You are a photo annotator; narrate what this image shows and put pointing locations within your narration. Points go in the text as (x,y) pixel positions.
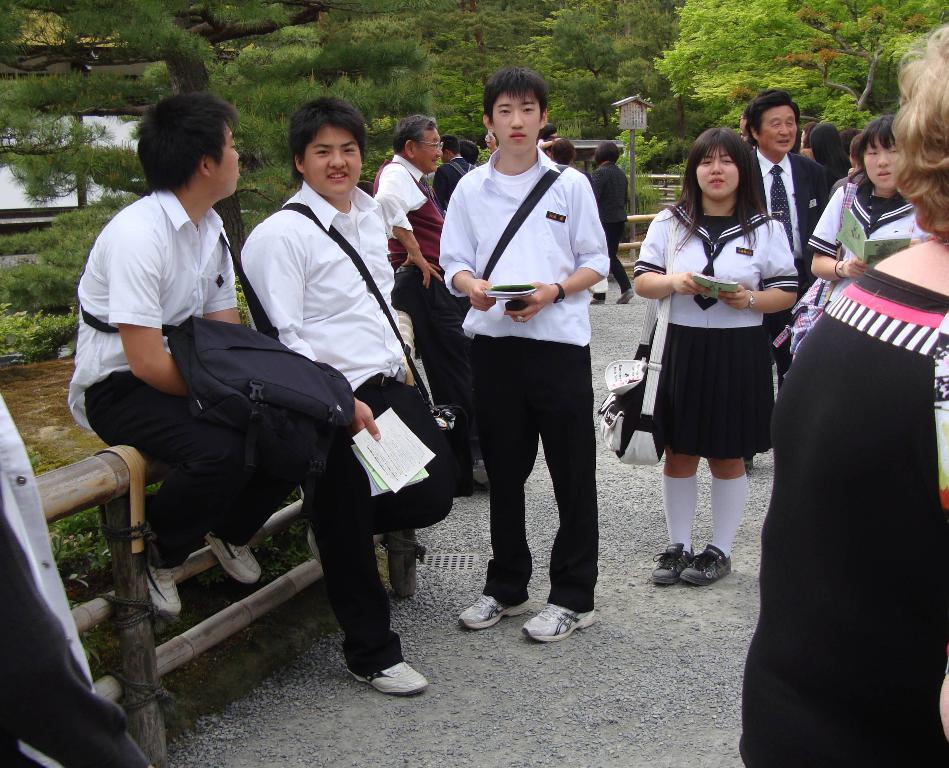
Here a man (194,530) is sitting on the wooden fencing (133,483), he wore white color shirt (161,291), black color trouser (210,452). On the right side (669,361) a girl (669,361) is standing and looking at this side. There are trees (272,114) at the backside of an image (467,23).
